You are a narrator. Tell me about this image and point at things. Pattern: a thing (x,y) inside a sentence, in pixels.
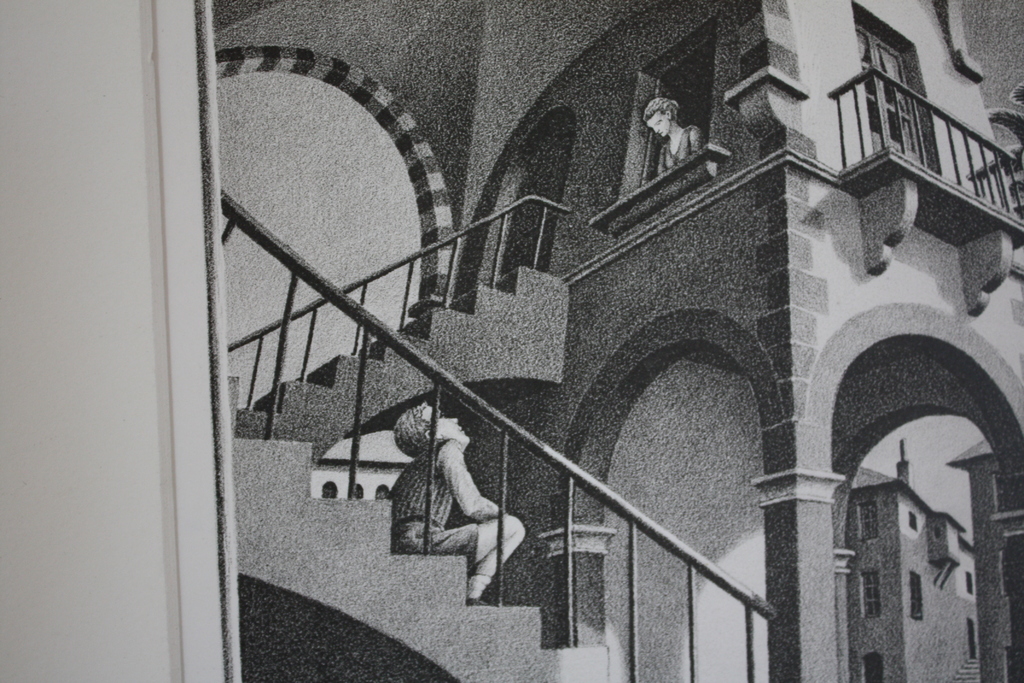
This is pencil drawing. There is a building (515,581). A person (424,537) is sitting on the stairs (538,607) which has railing (287,343). A person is standing near a window (704,122) inside the building (672,179). At the back (952,533) there is another building (941,547).
